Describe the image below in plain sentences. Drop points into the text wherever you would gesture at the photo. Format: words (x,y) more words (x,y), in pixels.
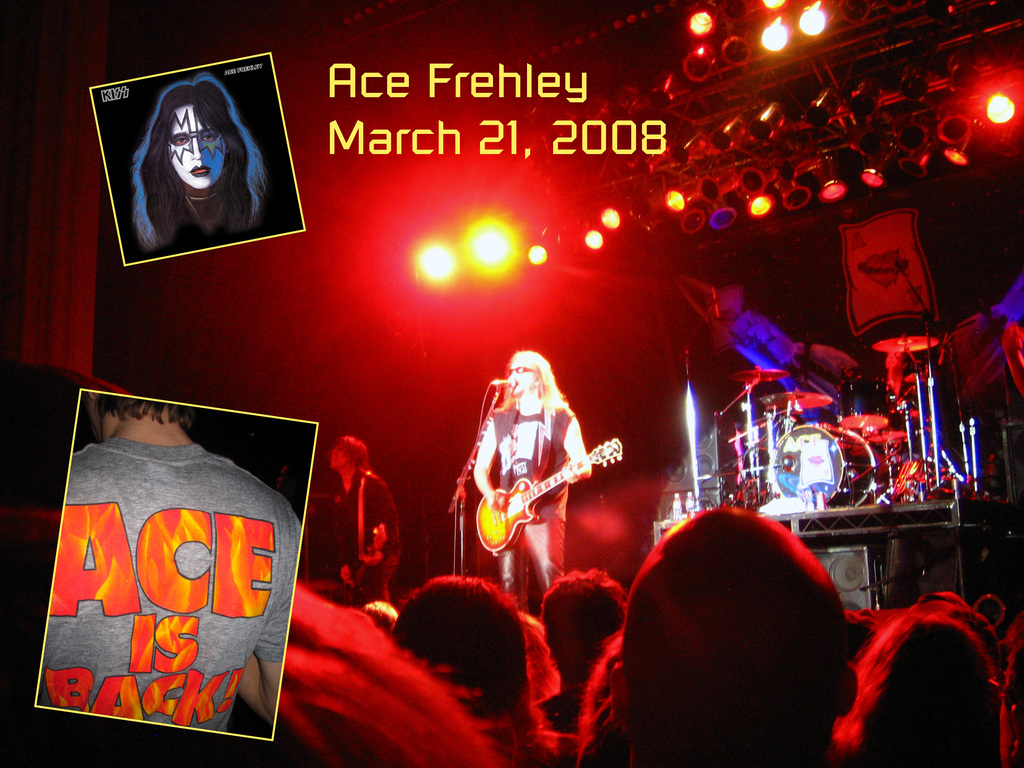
A collage picture. The persons (364,502) are standing on a stage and singing in-front of a mic (501,385) and holding a guitar (557,481). On top (1010,97) there are focusing lights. This are musical instruments (907,501). This are audience (822,666). This is a poster (235,237).
